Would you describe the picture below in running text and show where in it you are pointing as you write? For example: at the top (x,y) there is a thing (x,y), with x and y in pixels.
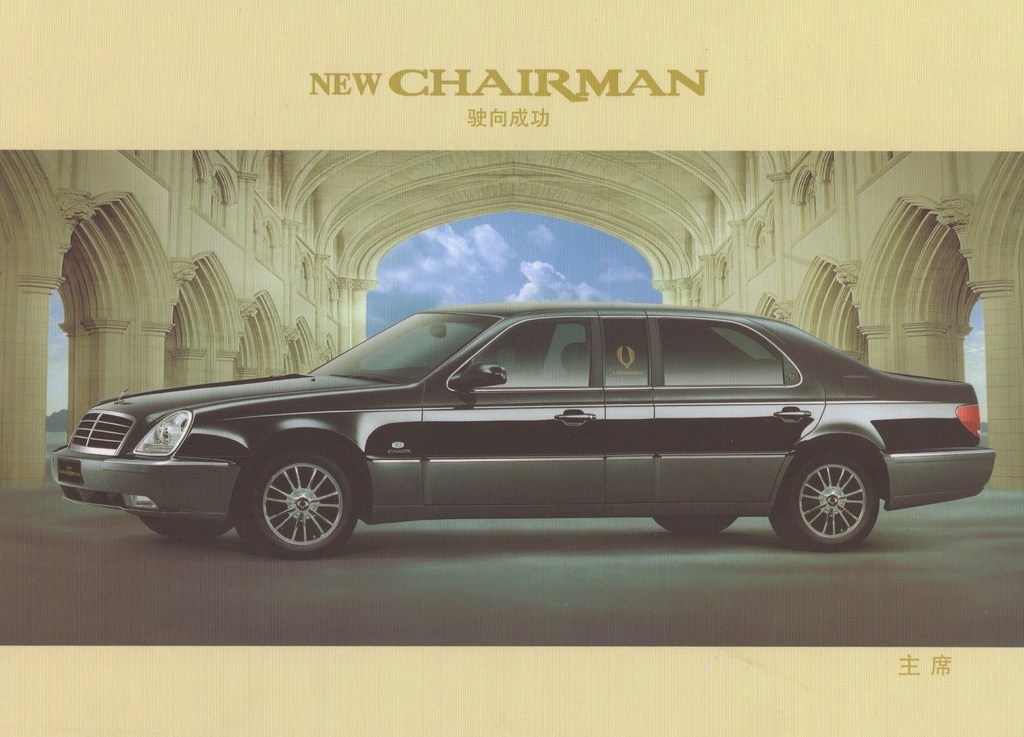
In the picture we can see the art (920,430) of a black color car (641,352), we can see the pillars (1014,321), ceiling (325,170) and the sky (577,291) with clouds (533,279) in the background (410,299). Here we can see the edited text (515,75) at the top of the image (605,82).
